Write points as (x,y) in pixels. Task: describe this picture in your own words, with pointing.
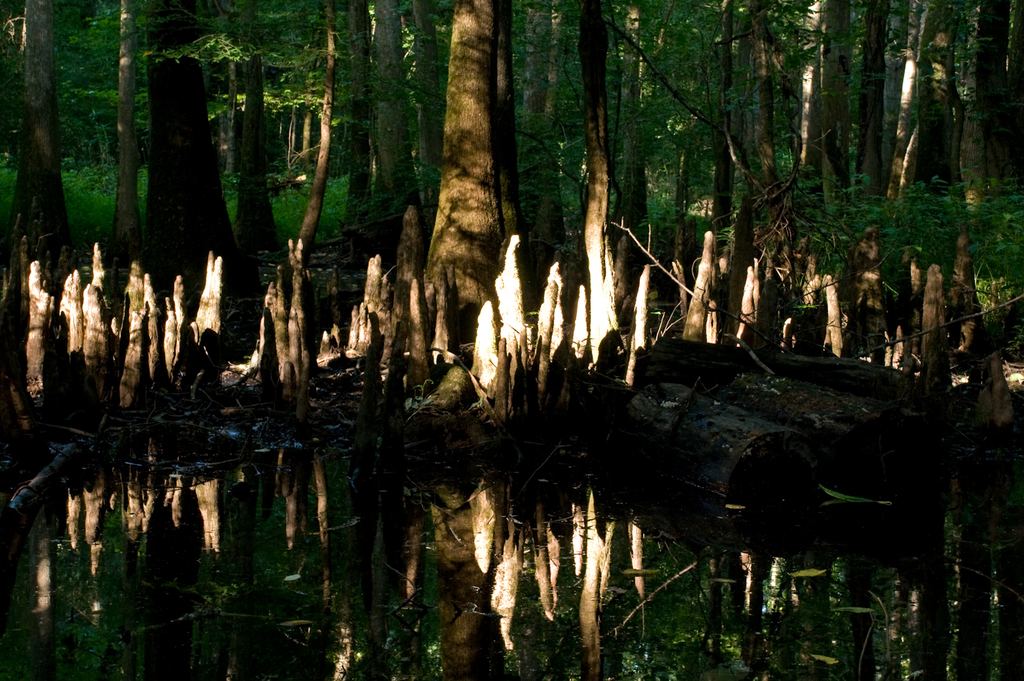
In this image, we can see a pond (466,524). There are some trees (609,263) in the middle of the image (499,263).
